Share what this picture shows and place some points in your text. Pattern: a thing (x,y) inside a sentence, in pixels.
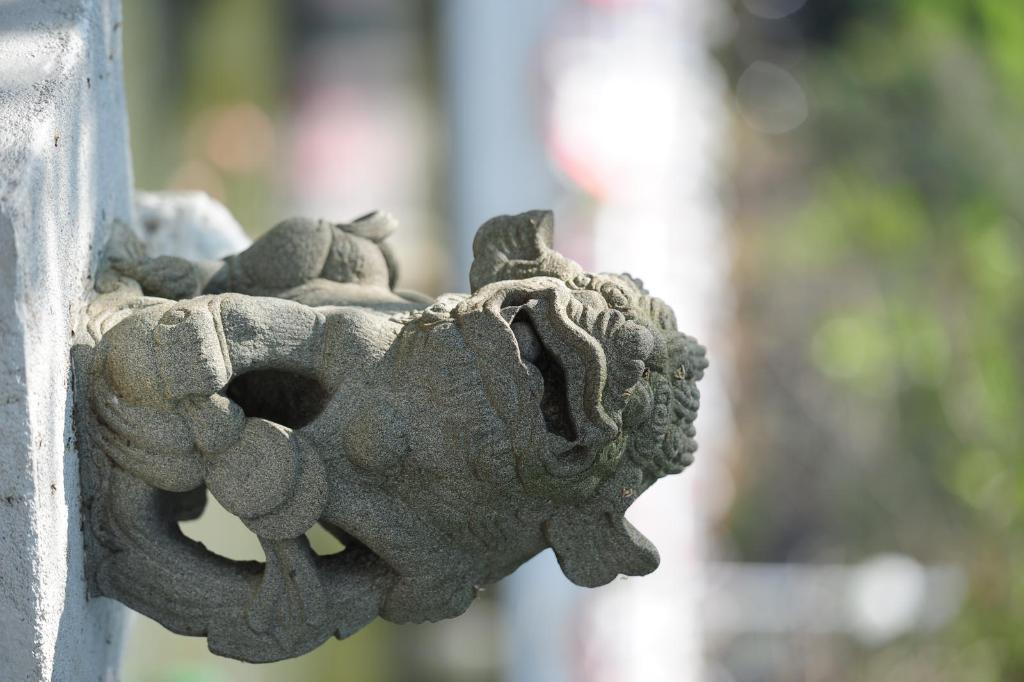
In this image in the center (601,346) there is one sculpture (147,451), and in the background (867,210) there are some plants (845,327) and also some lights (658,113).
